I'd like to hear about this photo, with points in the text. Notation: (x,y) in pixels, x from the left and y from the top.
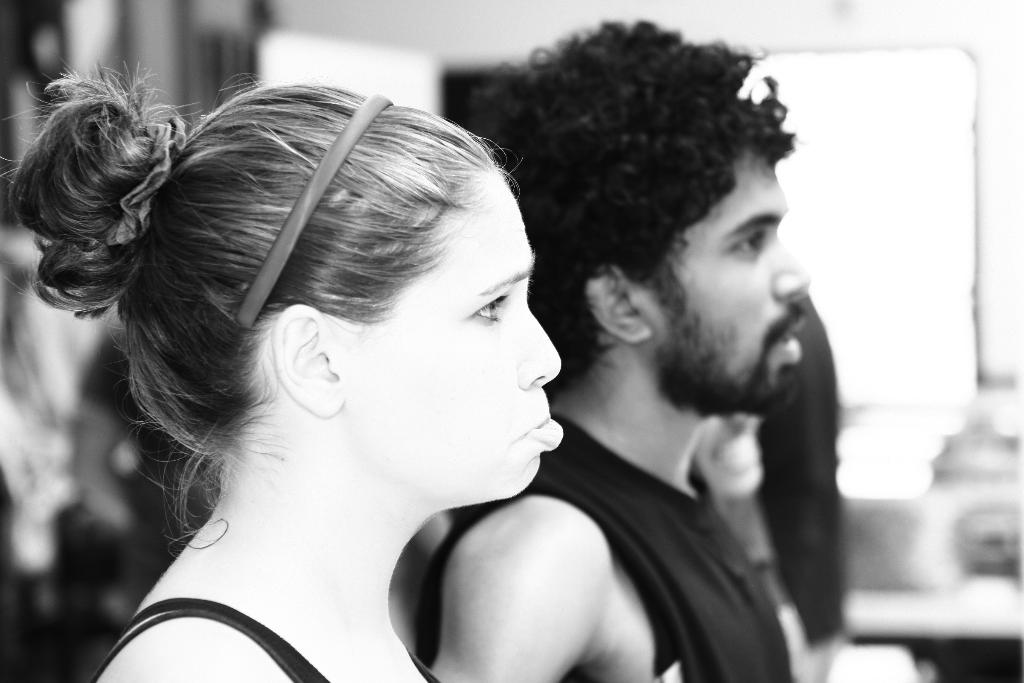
In this image I can see two people (470,579) with the dresses (698,567). I can see one person (277,241) with the hair band (338,144). And there is a blurred background (871,427). This a black and white image.
